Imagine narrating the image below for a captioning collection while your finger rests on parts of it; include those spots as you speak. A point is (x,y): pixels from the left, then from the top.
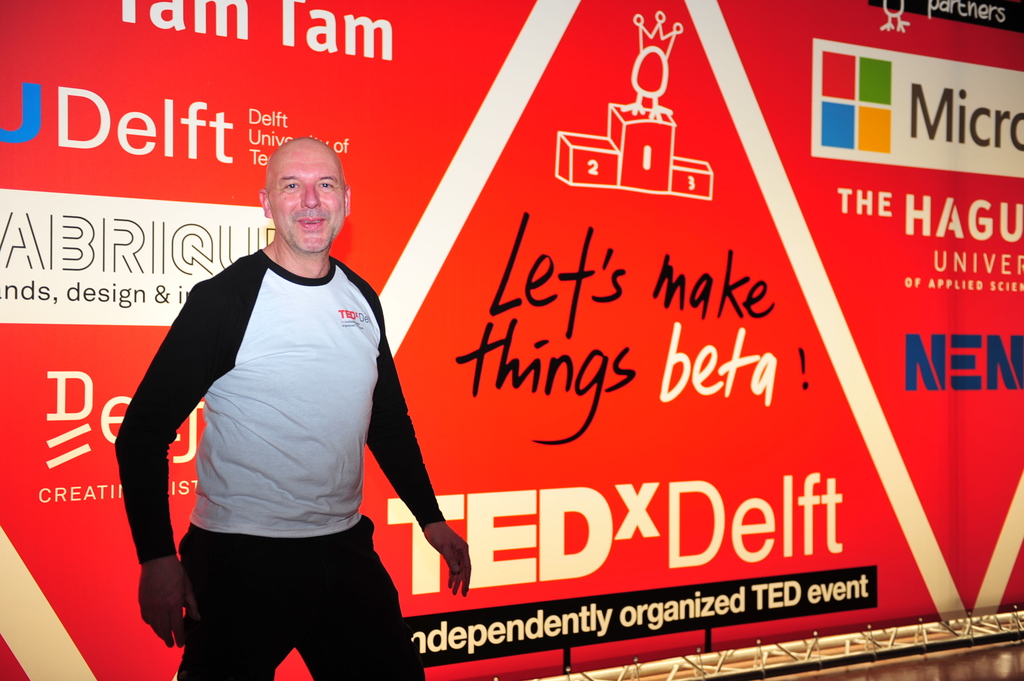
In this picture there is a man (312,417) wearing black and white t-shirt (306,473) standing in the front (303,508), smiling and giving a pose to the camera. Behind there is a red color advertising banner (695,279).
